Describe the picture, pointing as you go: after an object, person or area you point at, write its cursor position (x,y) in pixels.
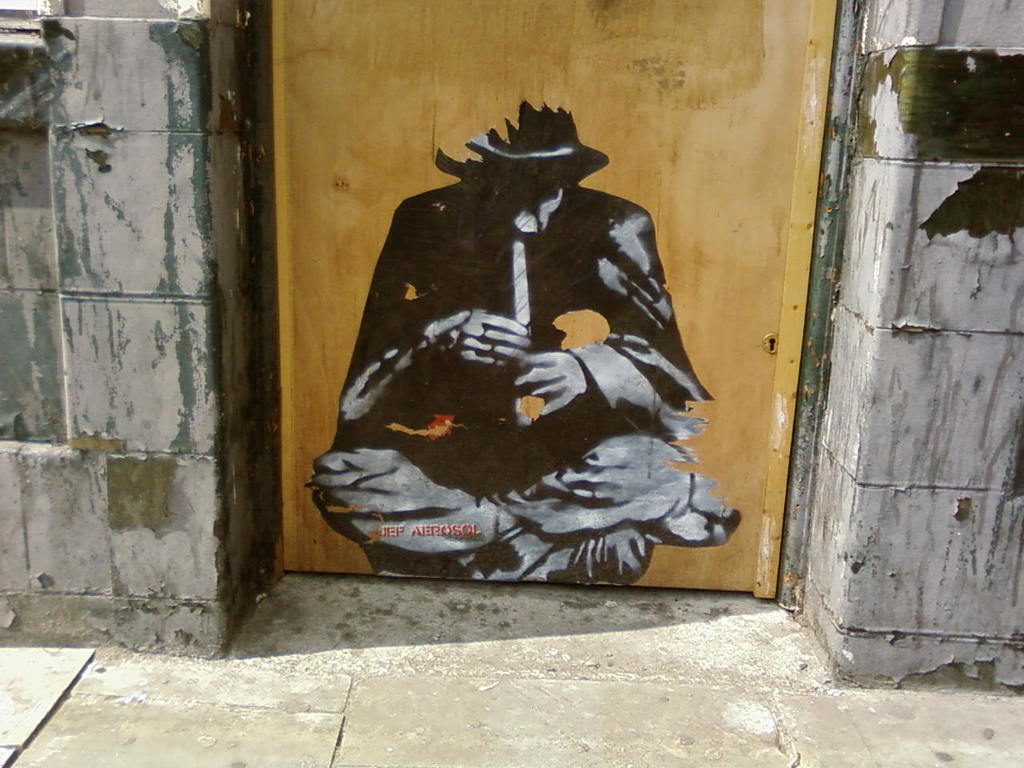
In this image there is a building (856,392). At the center (450,277) there is a door (589,189). On the door (449,147) there is a painting (503,437).
